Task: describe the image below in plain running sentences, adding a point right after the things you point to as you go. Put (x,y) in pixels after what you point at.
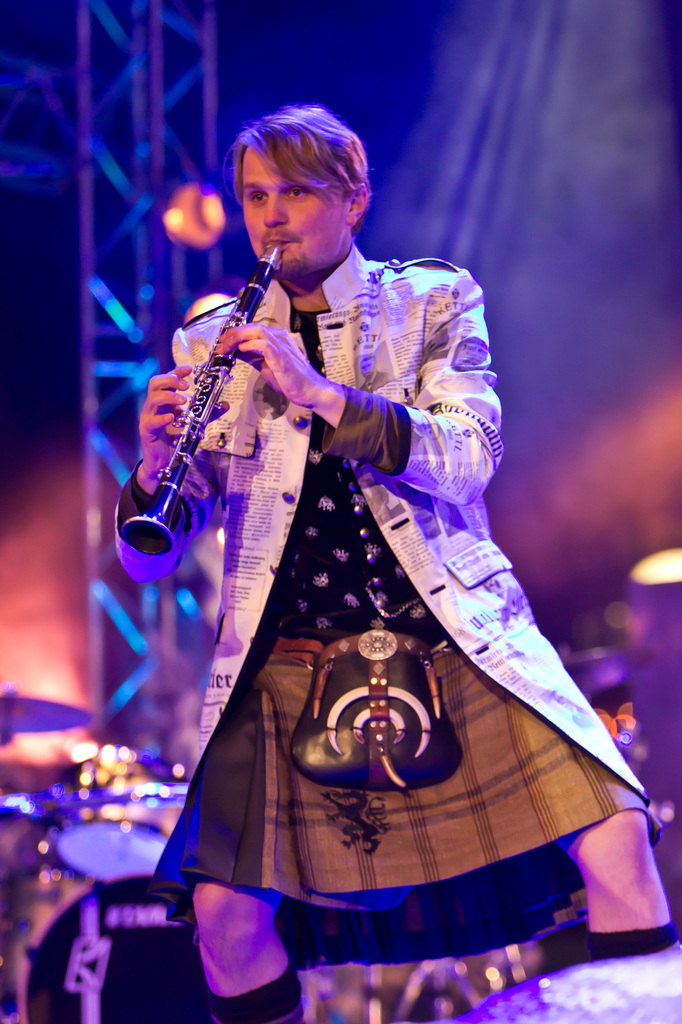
In this image we can see a person (520,665) is wearing different type of dress (546,716) and playing a musical instrument (195,403).
